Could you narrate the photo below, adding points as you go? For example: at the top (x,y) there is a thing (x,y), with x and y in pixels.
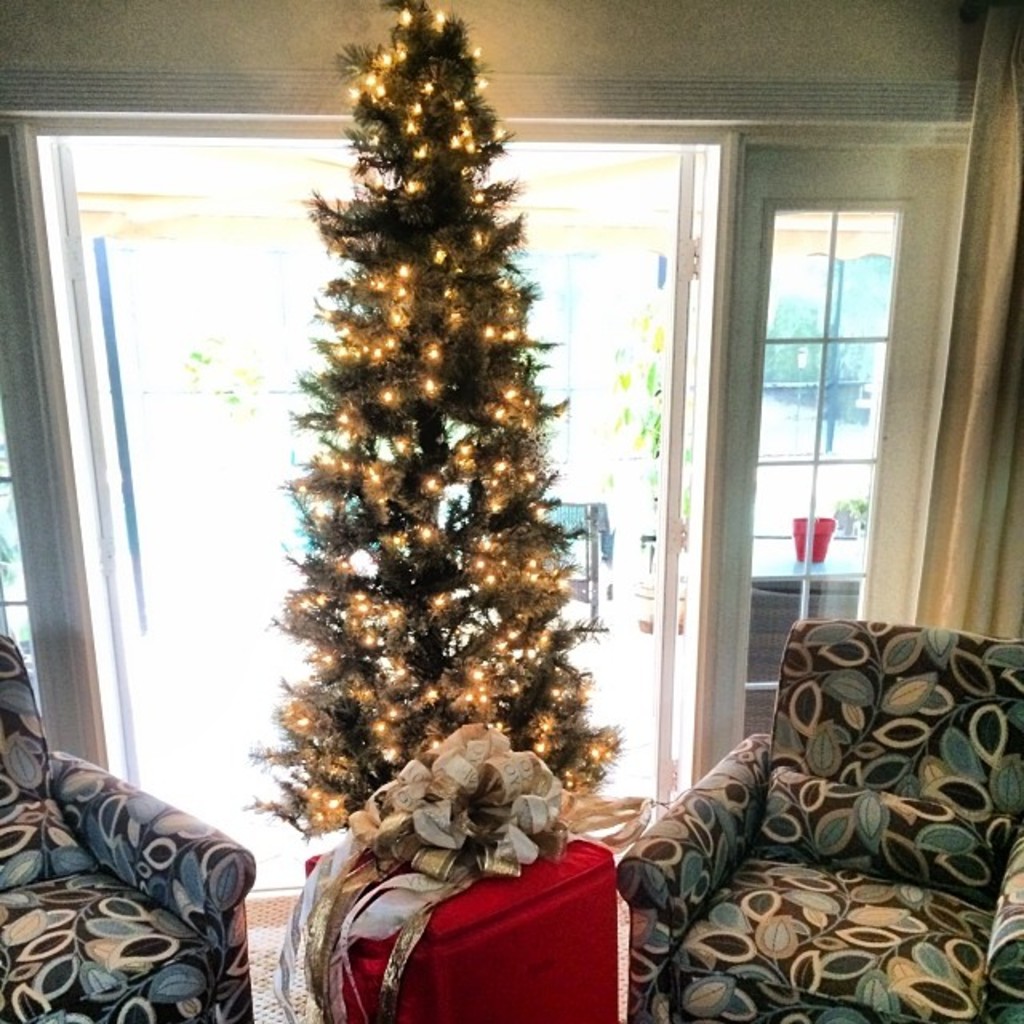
In this image, we can see some sofas (908,723) and a Christmas tree (401,119). We can see the ground (272,1010) with some objects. We can also see the wall (829,57) with doors (904,224), windows (868,321). We can also see a curtain (961,614) and the background (570,374). We can also see a decorated red colored object (386,918).
